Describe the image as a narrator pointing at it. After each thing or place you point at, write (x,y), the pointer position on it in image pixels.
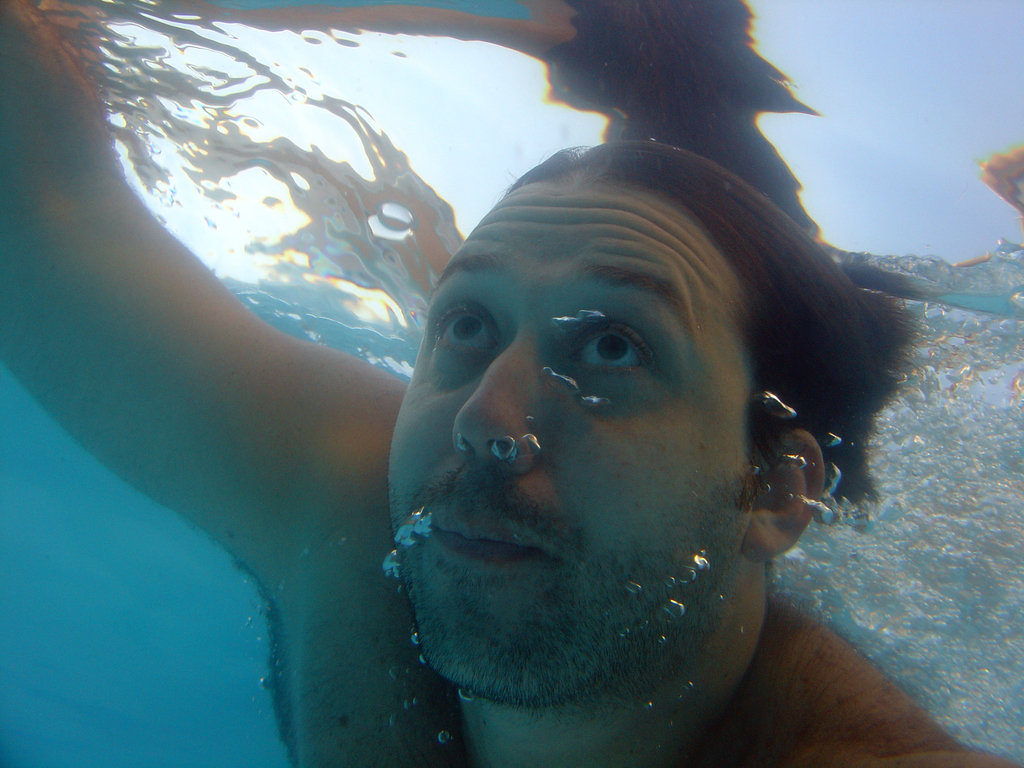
This picture is taken under water (224,579) I can see a person (460,326) diving in the water (346,198).
